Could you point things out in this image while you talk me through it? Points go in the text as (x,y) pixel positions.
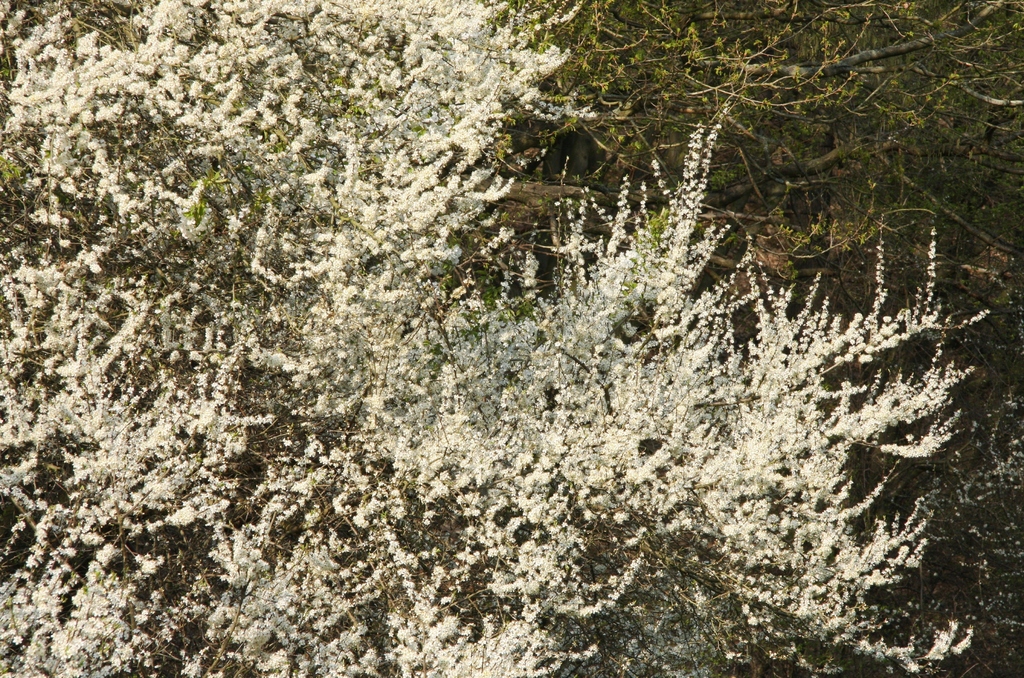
In this image we can see some trees (638,213).
